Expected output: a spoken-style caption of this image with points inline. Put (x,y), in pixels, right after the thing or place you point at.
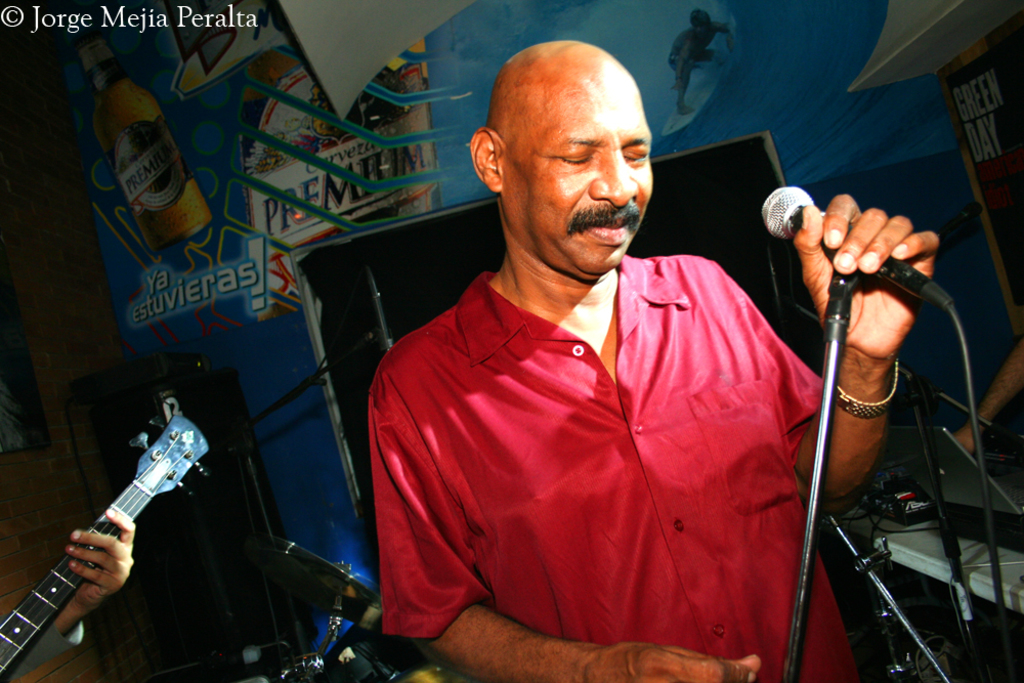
In this picture we can see a man (529,192) standing and holding a microphone (779,234) in his hands (811,235), and here is the table (964,547), and at back (302,166) here is the wall (233,87).
